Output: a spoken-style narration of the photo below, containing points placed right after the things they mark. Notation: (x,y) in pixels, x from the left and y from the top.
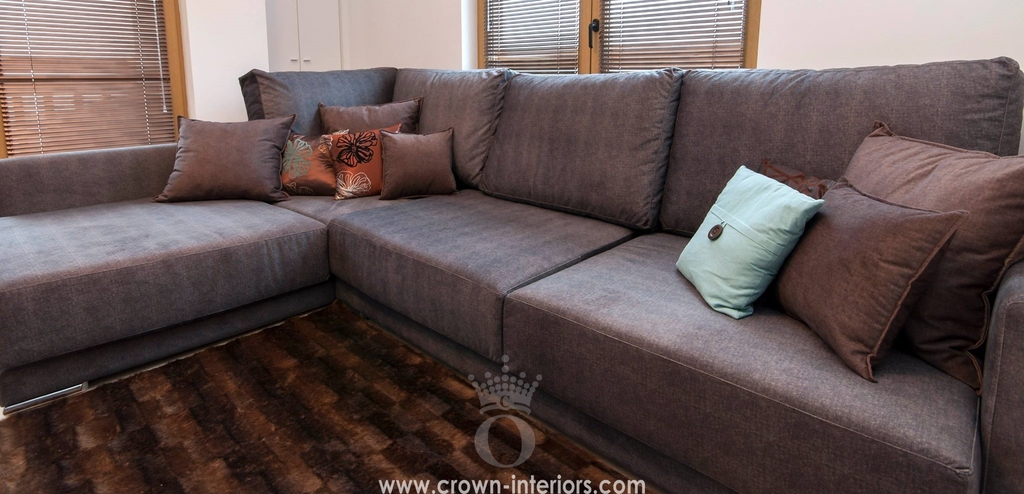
There is a sofa set (530,273) with the pillows (428,180) on them and the wall (423,34) behind it and there is a window (603,44) with a door handle (591,41) and door (314,49) behind the sofa (287,73), it is a carpet (249,440) and a wall (869,49) behind it, it is in a white colour.
